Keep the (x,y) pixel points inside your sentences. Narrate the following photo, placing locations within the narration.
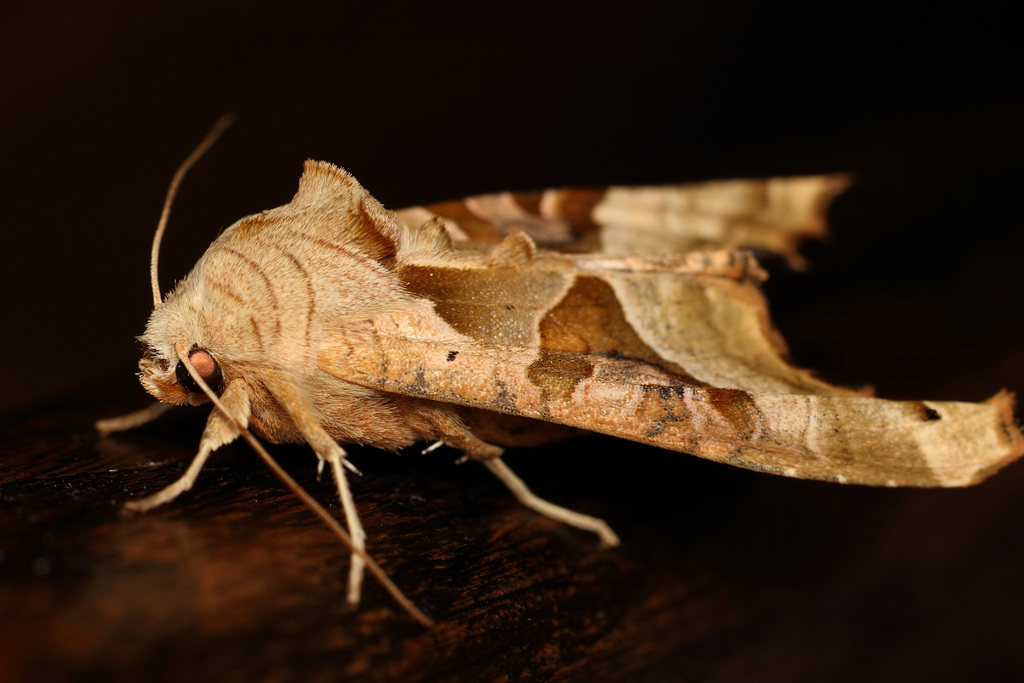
In the image in the center (465,360) we can see one insect (486,313), which is in brown color.
